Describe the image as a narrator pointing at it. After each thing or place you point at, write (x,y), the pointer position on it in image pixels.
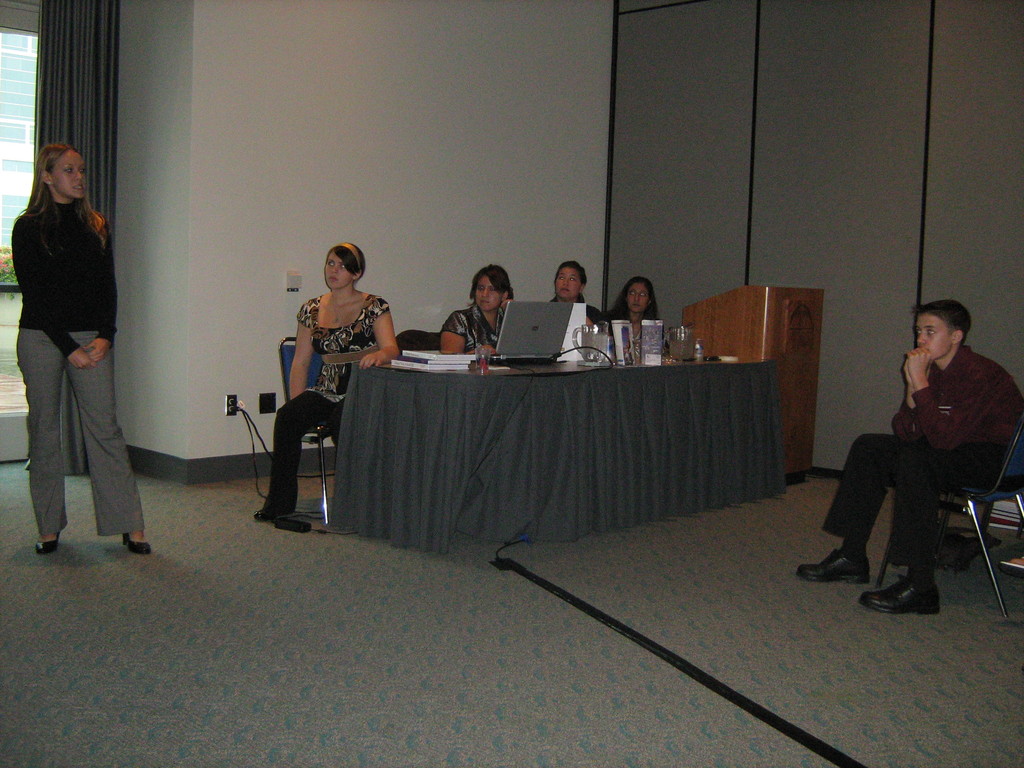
There is a lady (66,290) wearing a black dress (71,309) and pant (66,370) is standing. There are four ladies (360,317) sitting. In front of them there is a table (566,376). On the table (559,393) there is a laptop (542,330), jug (582,340) and many other item (646,335). In the corner there is a podium (750,315). And a man (954,474) is sitting on a chair (966,513). And in the background (600,113) there is a wall (600,113). And on the wall (655,88) there are sockets (227,403).
